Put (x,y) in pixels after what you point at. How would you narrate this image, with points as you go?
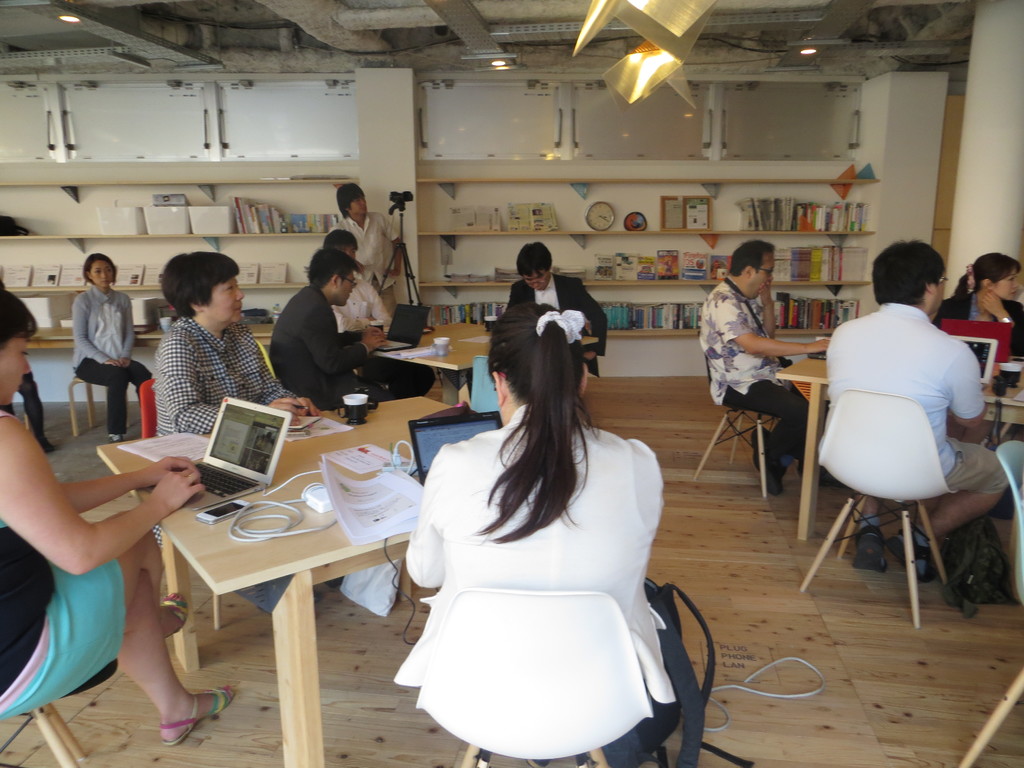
In the image there are some tables (332,444) and around the tables (300,443) there are few people (295,416) sitting and on the table (298,456) there are some laptops (248,479), papers (348,488), chargers (307,504) etc. to the shelf (73,237) there are a clock (600,224) and books (789,213), beside that there is camera (405,199) and a person (384,234) is standing behind the camera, to the roof (353,57) there are some lights (610,79) and some pipes (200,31) also, in the background (406,105) there is a white color wall (914,101).
